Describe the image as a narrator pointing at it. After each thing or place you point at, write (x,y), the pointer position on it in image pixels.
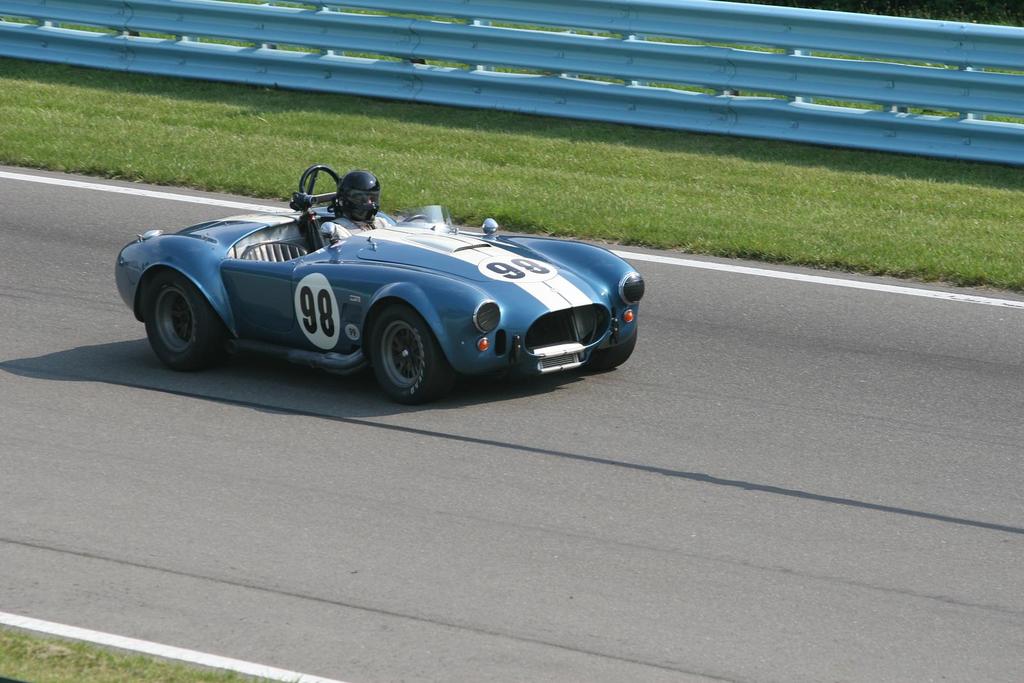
In this image I can see a car (349,288) on the road (833,603). There is a person (351,199) in the car (287,246). On both sides of the road (724,352), I can see the grass (56,671). At the top of the image (525,87) there is a railing (514,50).
